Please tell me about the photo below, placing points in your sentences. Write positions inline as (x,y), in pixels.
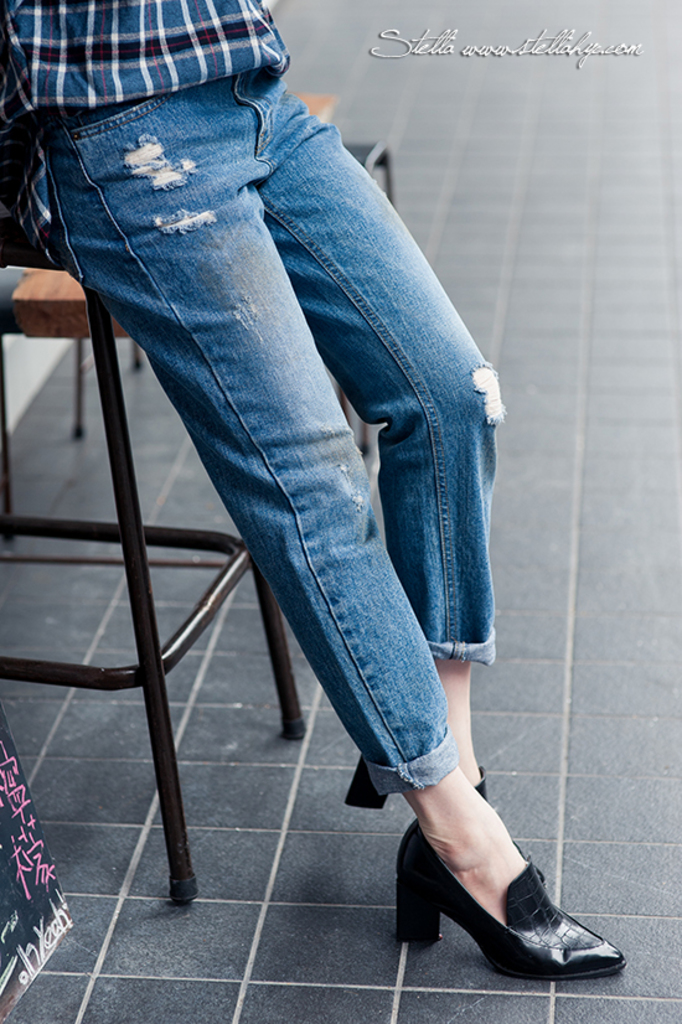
In this image we can see a person (191,427) standing on the floor (335,851) and leaning to a stool (207,608).
